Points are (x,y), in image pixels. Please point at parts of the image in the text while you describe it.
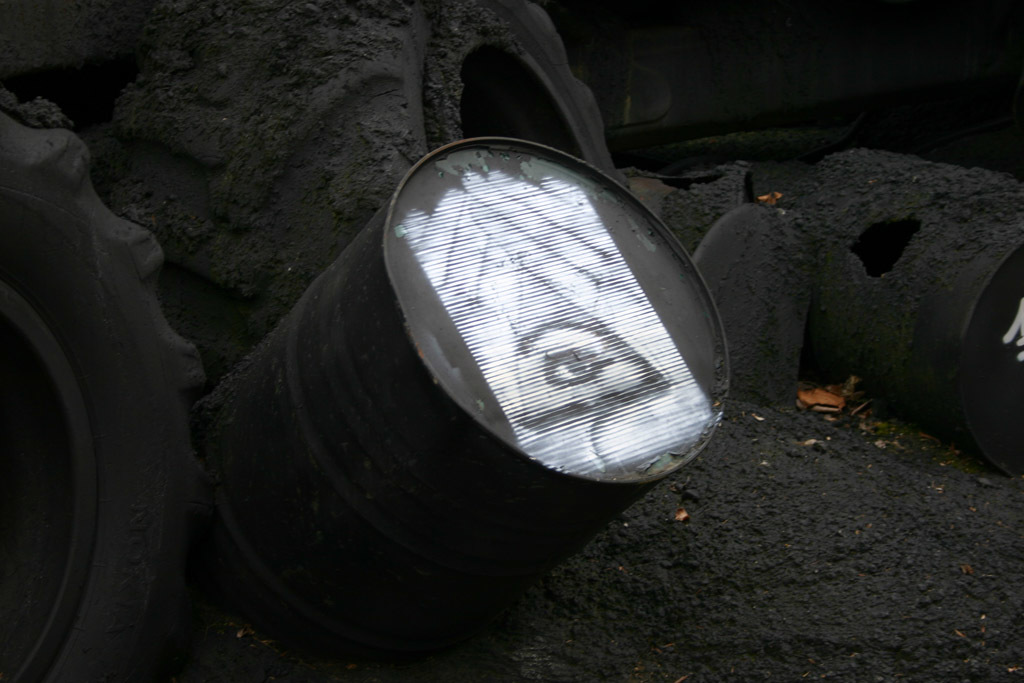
In this image there are drums (413,336) and tyres (257,198).
